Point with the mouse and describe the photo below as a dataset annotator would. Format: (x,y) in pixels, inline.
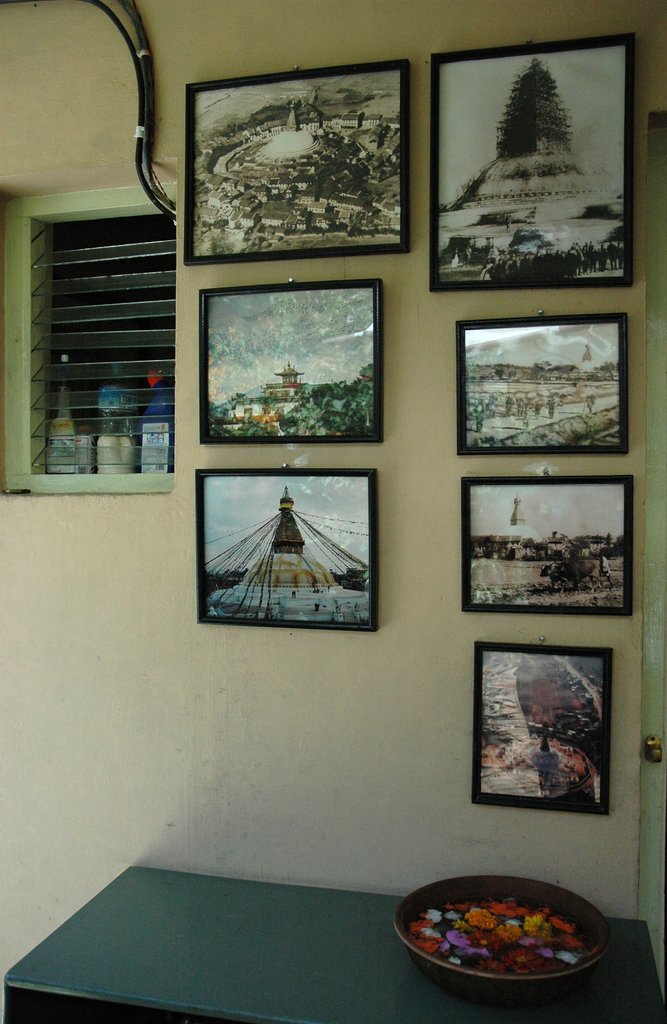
In the center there is a table (301,997), on table (297,1002) we can see bowl (520,1002) with flowers (494,943). In the background (332,107) there is a photo frame (229,555), window (126,433) and wall (154,513).
